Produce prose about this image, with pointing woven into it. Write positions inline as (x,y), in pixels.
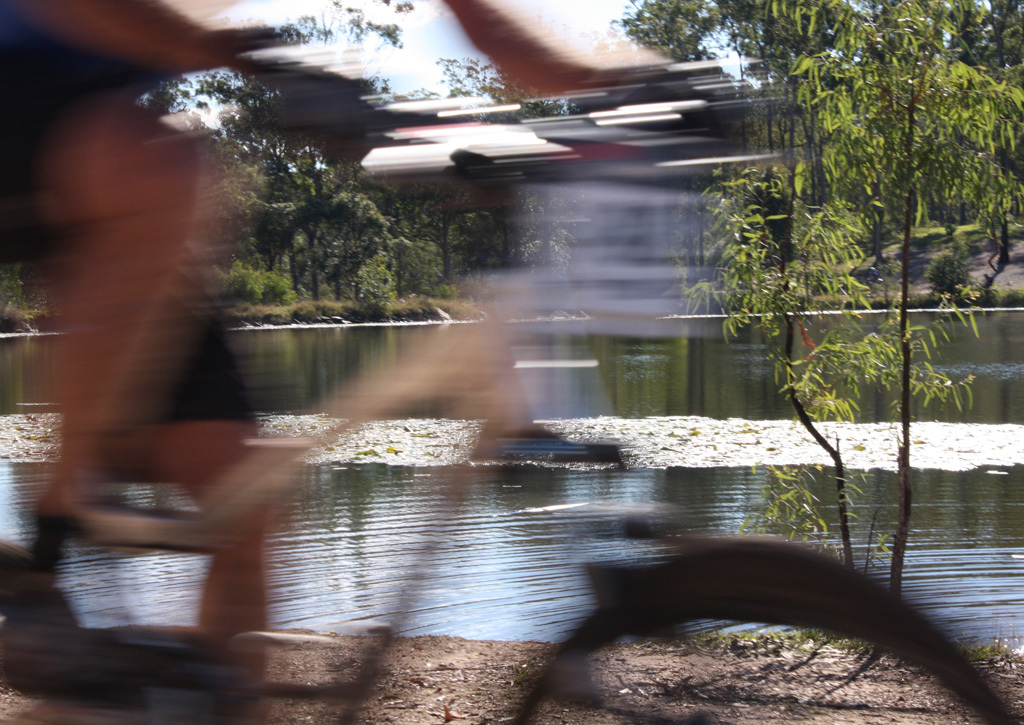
In this picture I can see there is a person (38,166) riding the bicycle (124,516) and it is blurred, in the backdrop (310,517) there is a lake (385,349) and there are trees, the sky (533,9) is clear.
